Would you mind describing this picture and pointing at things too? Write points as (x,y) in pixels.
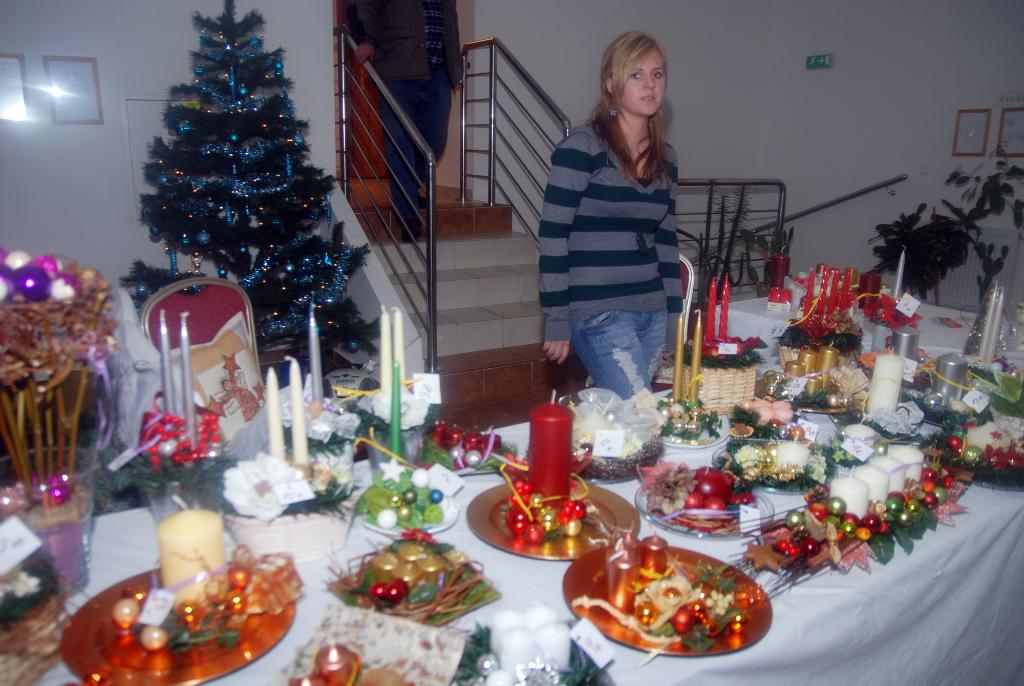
In this picture I can see candles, star shaped items (992,456), papers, balls (535,537) and some other decorative items (159,485) on the plates (687,534), on the table (969,642), there are chairs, a person (670,265) standing, stairs (554,368), iron grills (542,192), frames (1004,130) attached to the wall (111,228), a tree (292,238) decorated with lights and balls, another person (404,237) standing.
